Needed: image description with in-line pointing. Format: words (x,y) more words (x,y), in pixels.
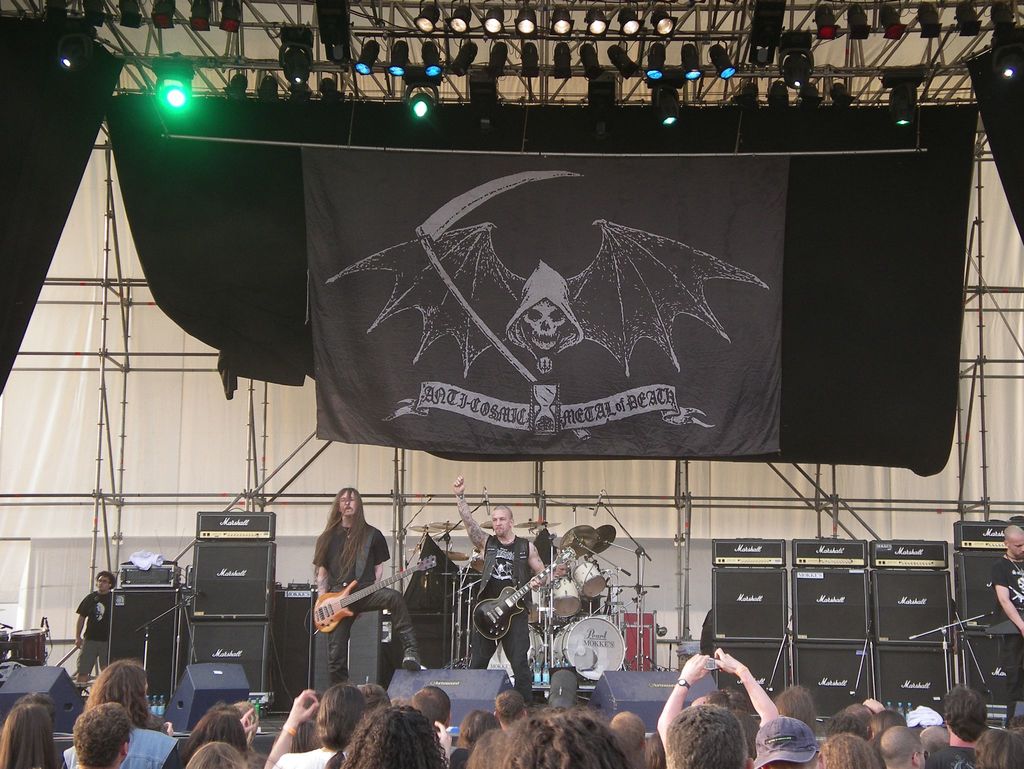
In this picture there are people (998,743) at the bottom side of the image (722,691) and there is a stage (260,732) in the center of the image (409,507), on which there are two men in the center of the image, by holding guitars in their hand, there are speakers (918,580) and mics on the stage (763,518) and there are logo curtains (680,231) in the center of the image (561,281) and there are spotlights (285,49) at the top side of the image (231,17), there is a drum set (569,612) on the stage (473,492).
